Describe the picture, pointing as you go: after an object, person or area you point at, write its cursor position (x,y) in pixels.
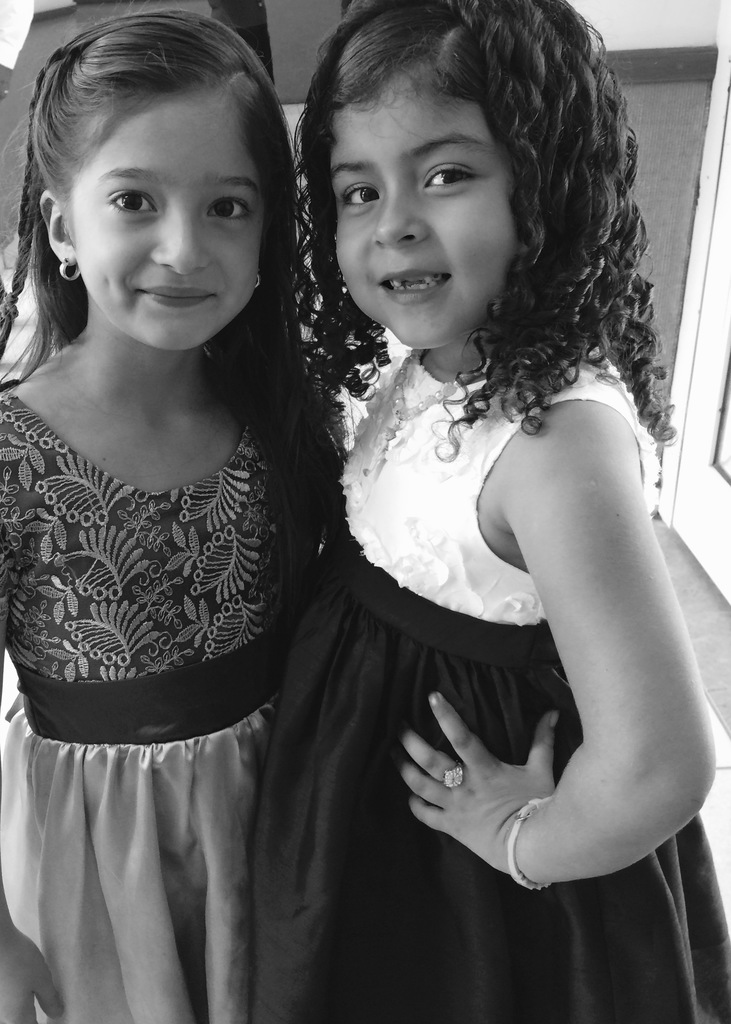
In the middle of the image (263,655) two girls (524,77) are standing and smiling.
